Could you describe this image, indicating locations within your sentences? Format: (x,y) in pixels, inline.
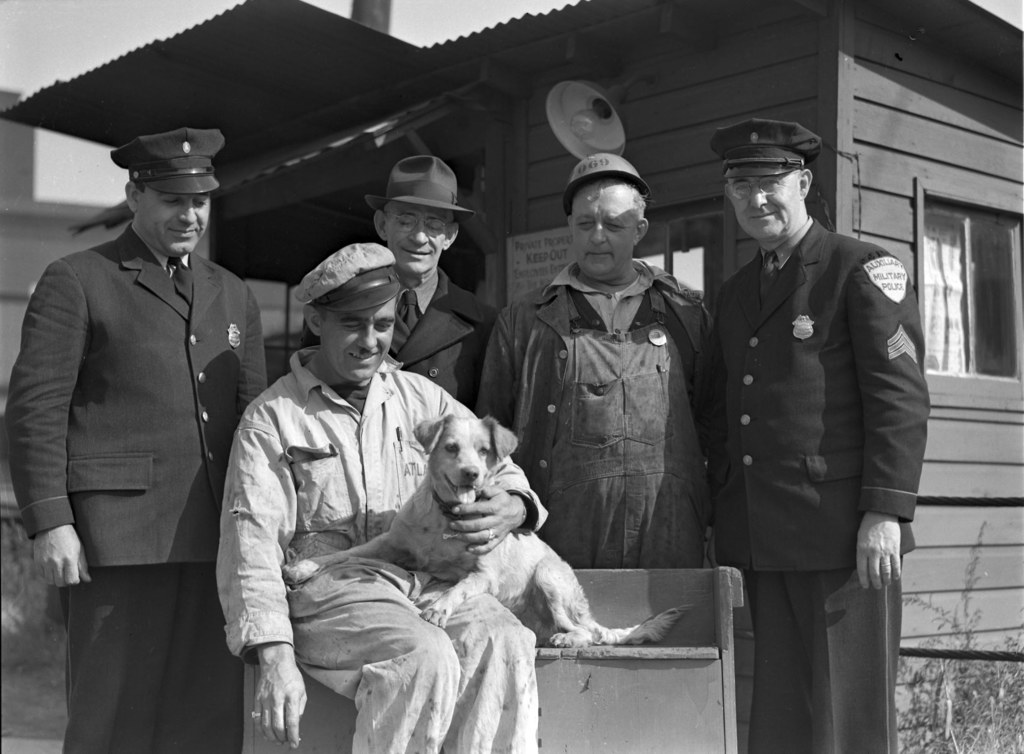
Black and white picture. These persons (593,276) are standing and wore hat (782,162). This man (362,374) is sitting on a bench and holding a dog (469,568). This is a house (547,116) with bulb (550,118) and window (940,231).
